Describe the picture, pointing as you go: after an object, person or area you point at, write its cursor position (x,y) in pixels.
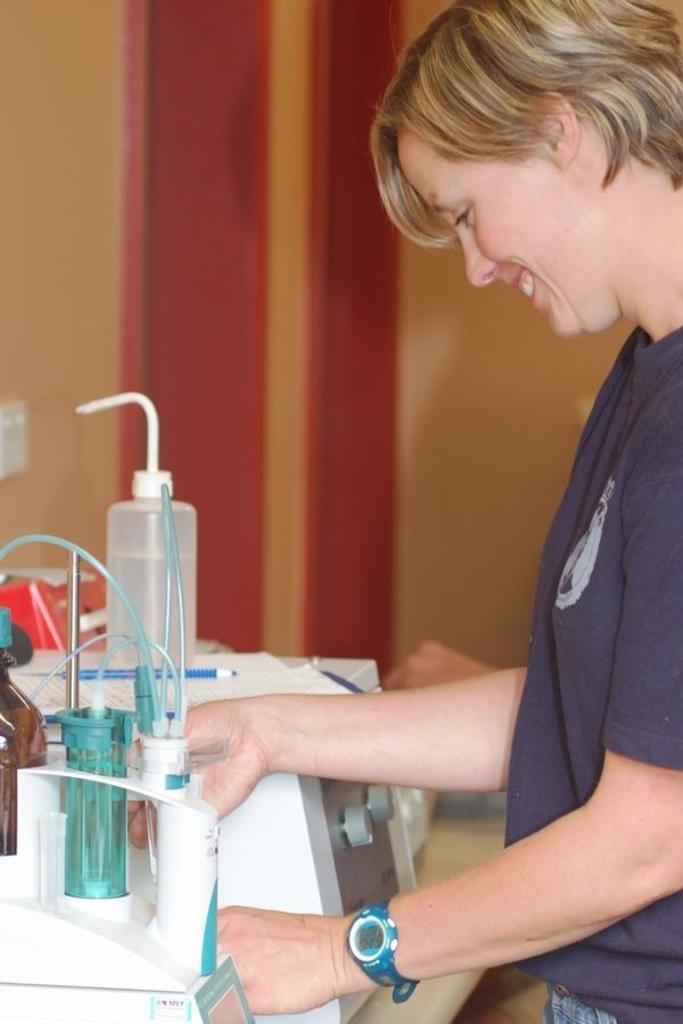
Here in this picture on the right side (642,243) we can see a woman (620,309) standing over a place and we can see she is smiling and in front of her we can see a table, on which we can see some equipments (211,906) present and we can see she is handling one of the equipment (232,881) present and we can also see some papers (211,688) and pen (198,673) also present on the equipment (170,725).
